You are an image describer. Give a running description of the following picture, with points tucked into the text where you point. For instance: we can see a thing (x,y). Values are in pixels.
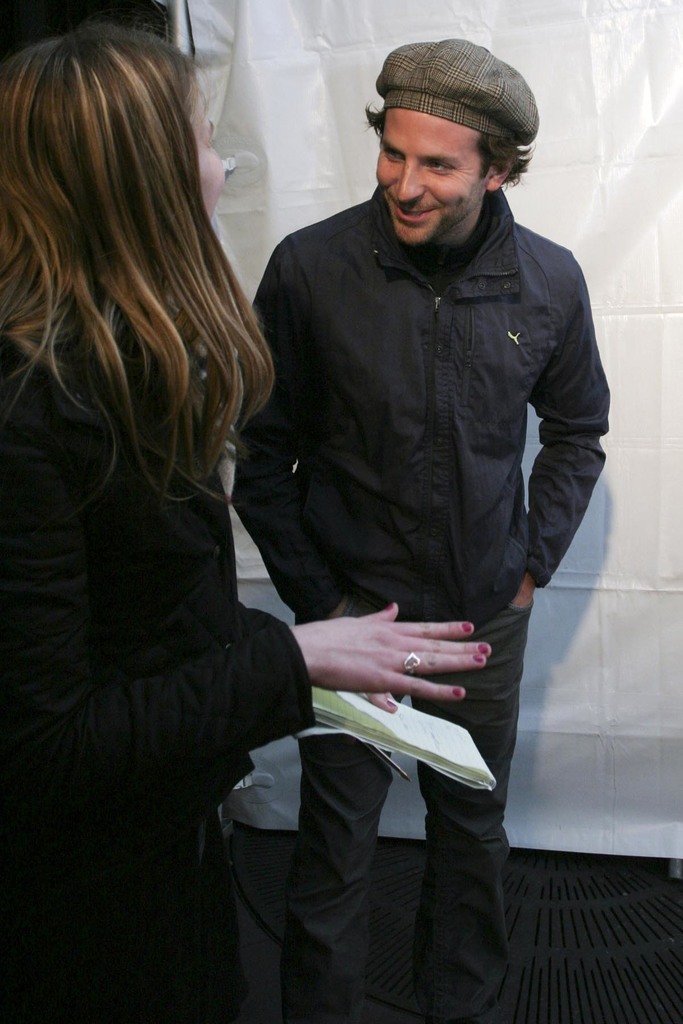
In the picture we can see a woman (209,924) and a man (545,400) are standing and the woman (222,723) is saying something to the man (437,854) and he is smiling and they both are wearing black dresses (363,287) and behind them we can see a white color cover curtain (656,684).
